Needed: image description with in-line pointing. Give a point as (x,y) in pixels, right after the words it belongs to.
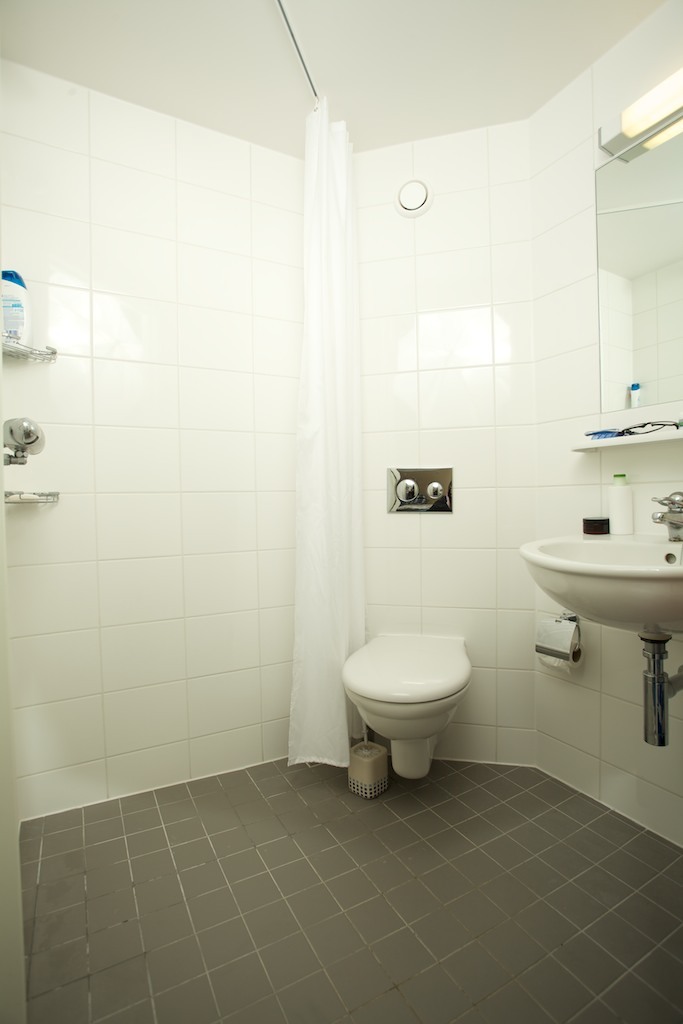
It is a washroom (357,504), there is a toilet seat (433,667). Beside the toilet seat (427,657) there is a wash basin (617,549), in front of the wash basin (583,583) there is a mirror (618,323) and in the left side (15,312) on the shelf (41,347) there is a shampoo (11,302). In the background (184,327) there is a wall (465,271) made up of tiles (200,537).
